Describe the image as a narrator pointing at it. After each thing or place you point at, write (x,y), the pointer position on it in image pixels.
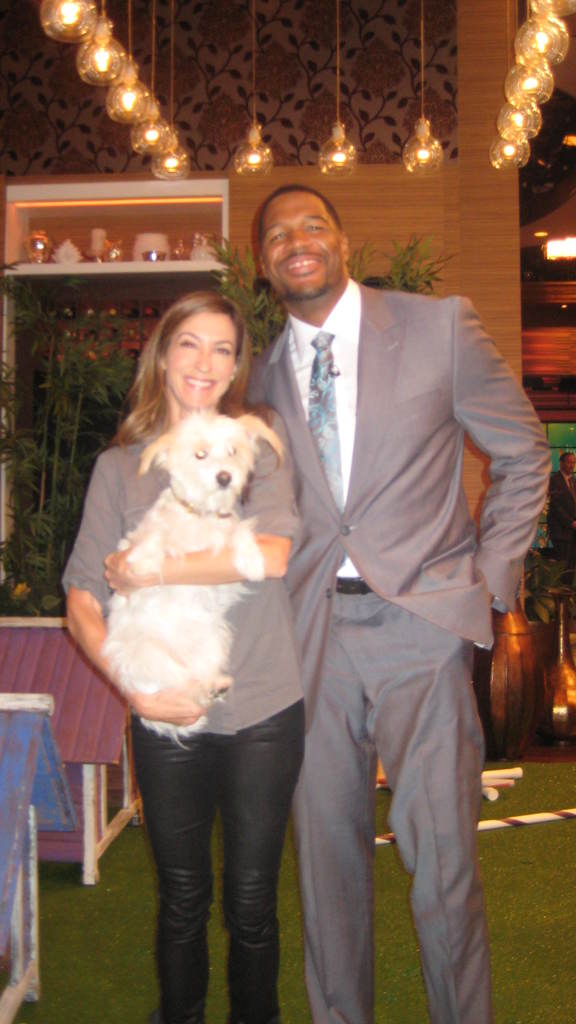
2 people (399,695) are standing. the person (249,730) at the left (190,538) is holding a dog (190,517) in her hand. the person (372,754) at the right (439,509) is wearing a suit (364,701). behind them there are plants (76,389) and at the top (50,18) there are lights (160,155) hanging.
